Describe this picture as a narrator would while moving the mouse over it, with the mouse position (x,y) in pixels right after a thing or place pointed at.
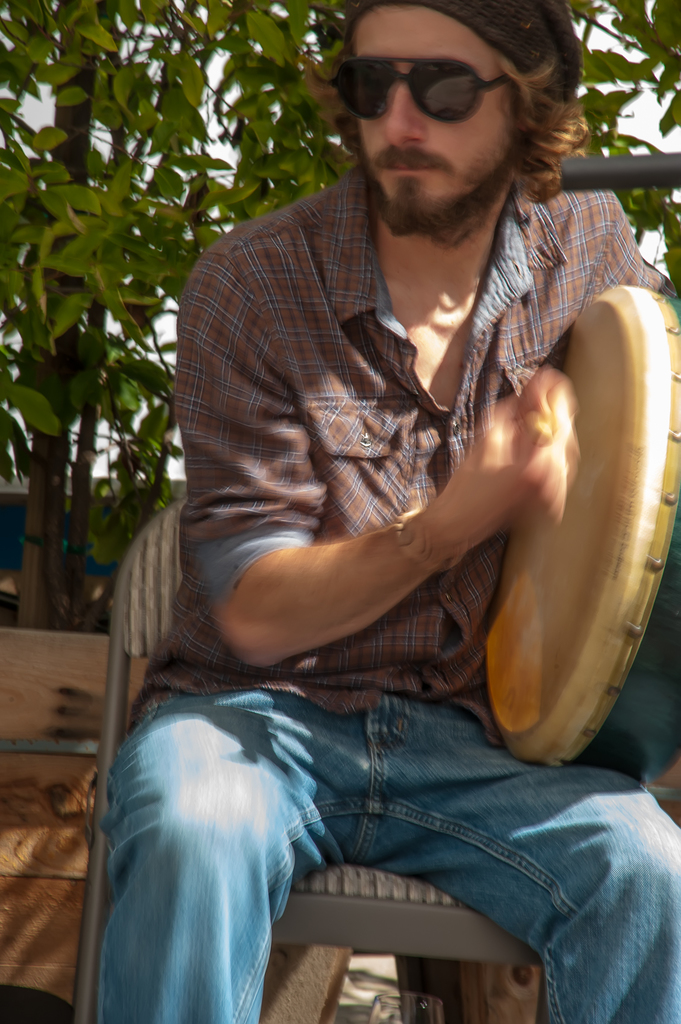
In the middle of the image (238,435) a man (273,281) is sitting and holding a musical instrument (639,721). Behind him there are some trees (303,22).
